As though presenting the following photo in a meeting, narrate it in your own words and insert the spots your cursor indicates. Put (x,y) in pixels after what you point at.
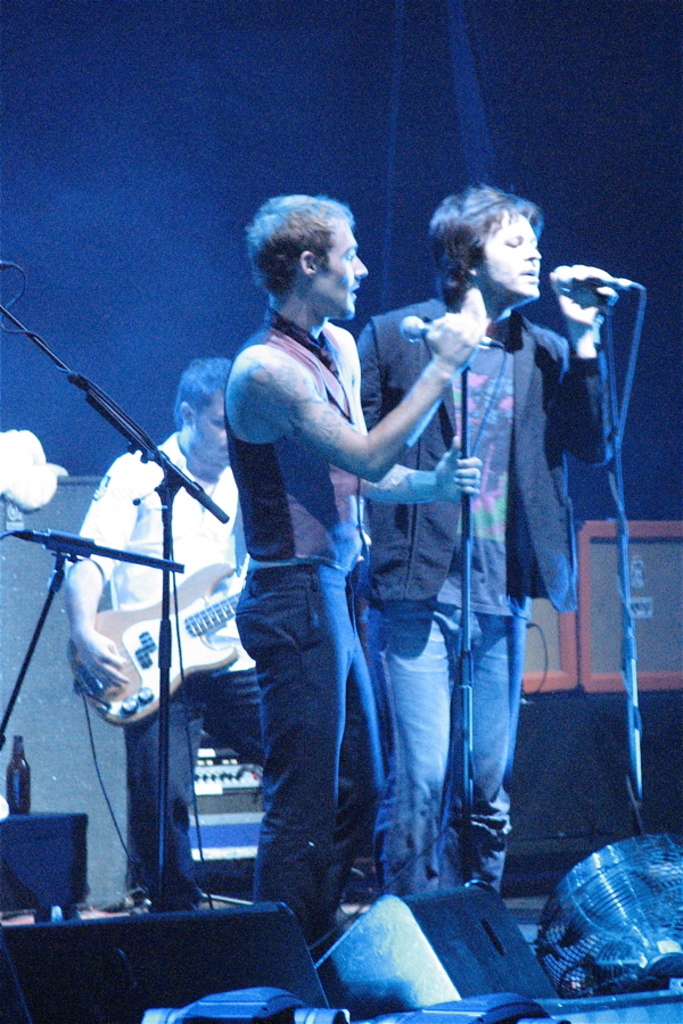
There are two persons (438,450) in different color dresses (292,519) standing, holding mics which are attached to the stands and singing on a stage (528,900) on which, there are speakers (374,925), stands (157,454) and a person (189,403) who is in white color shirt (194,540) holding a guitar (144,631) and playing. And the background (71,197) is violet in color.
